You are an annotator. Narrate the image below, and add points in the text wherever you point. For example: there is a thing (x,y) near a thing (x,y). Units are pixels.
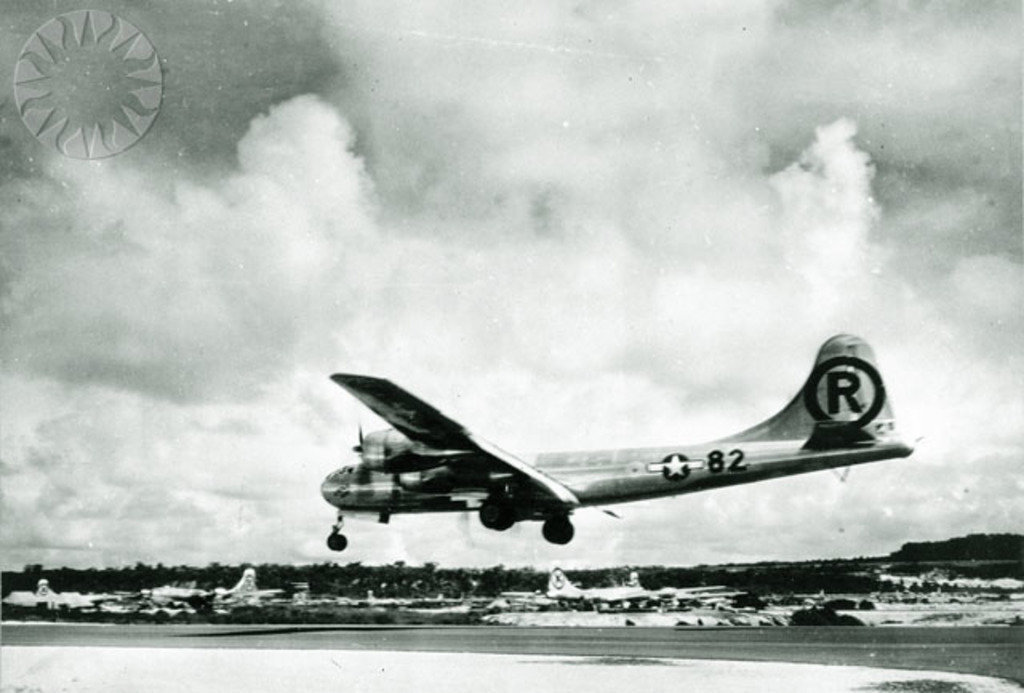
In this picture we can see few planes (385,413), in the background (619,373) we can find clouds (473,370) and trees (736,589), it is a black and white photograph, on top of the image (98,76) we can see a logo (97,77).
